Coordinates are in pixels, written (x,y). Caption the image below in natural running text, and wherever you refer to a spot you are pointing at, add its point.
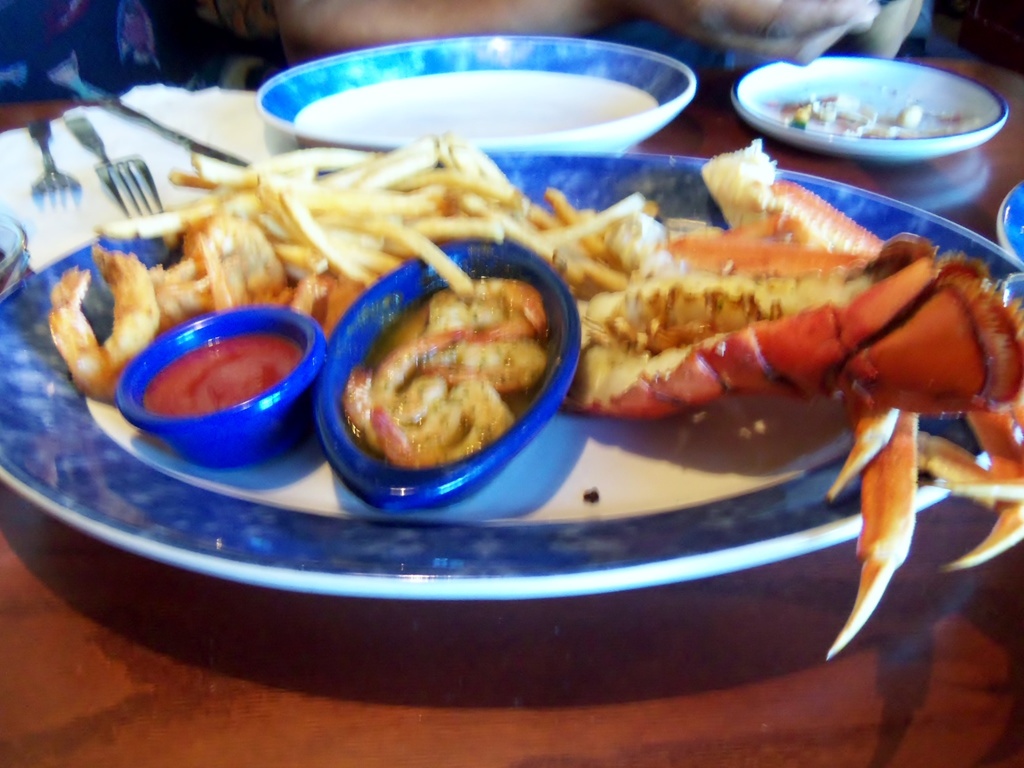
In the image there is crab (960,349), french fries (411,186) and tomato sauce (180,391) and shrimp (502,304) on a table (577,669), behind it there is another plate (638,80) and fork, knife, tissue (241,129) on the table (990,193).
